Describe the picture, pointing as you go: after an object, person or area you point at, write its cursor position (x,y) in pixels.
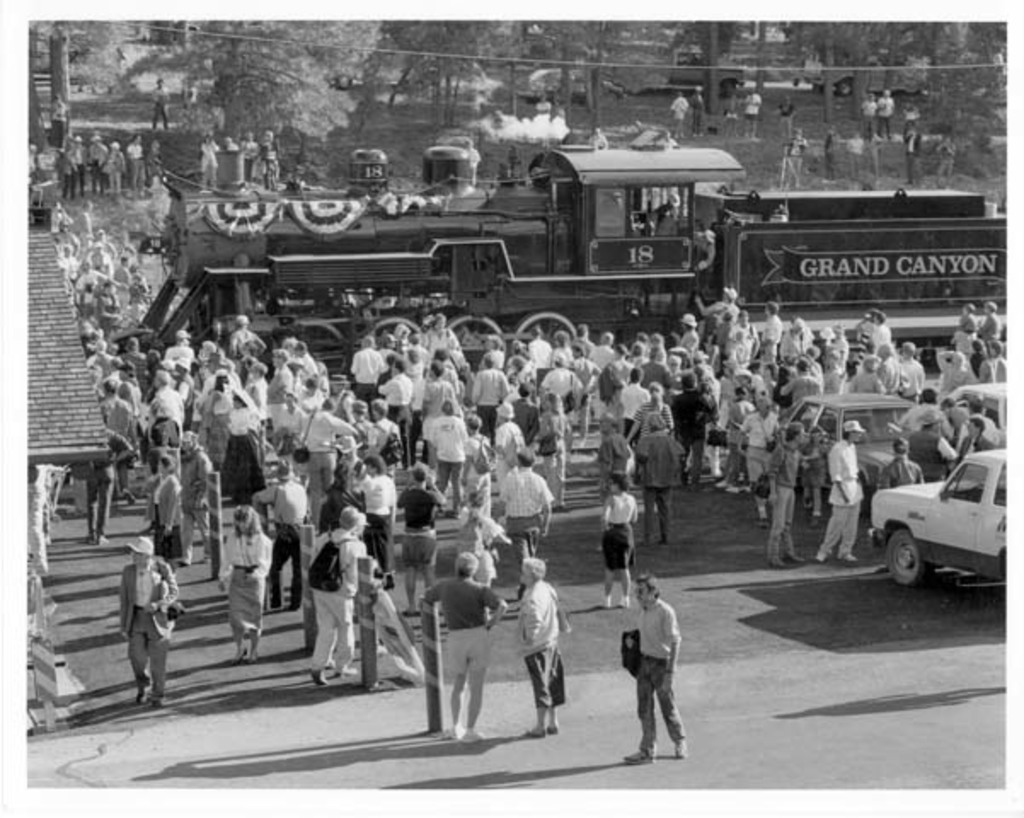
In the foreground of this black and white image, there is the crowd (621,479) standing and walking on the pavement (771,615) and we can also see few cars (871,485) and the bollards (366,627). On the left (52,436), there is a shelter (57,394). In the background (613,207), there is a train (476,208), trees (705,98), persons (603,147) and vehicles (685,80) moving on the road (653,81).
